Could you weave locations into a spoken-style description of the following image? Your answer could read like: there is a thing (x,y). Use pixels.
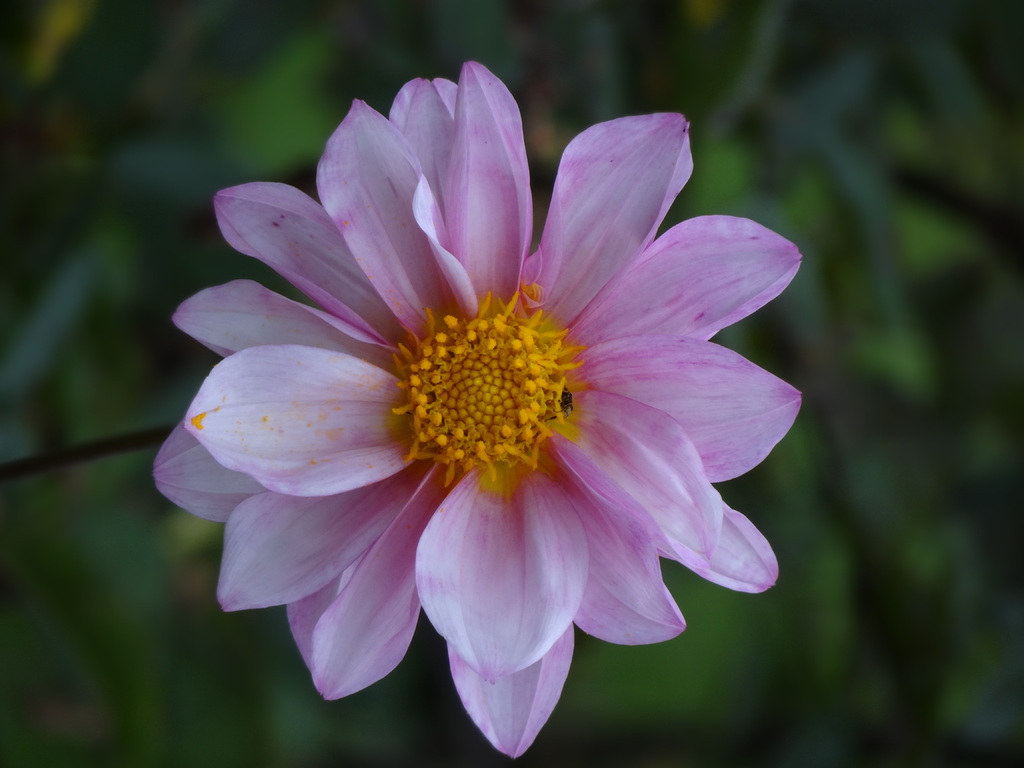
In the center of the picture (471,315) there is a flower (468,293). The background (1009,610) is blurred.
